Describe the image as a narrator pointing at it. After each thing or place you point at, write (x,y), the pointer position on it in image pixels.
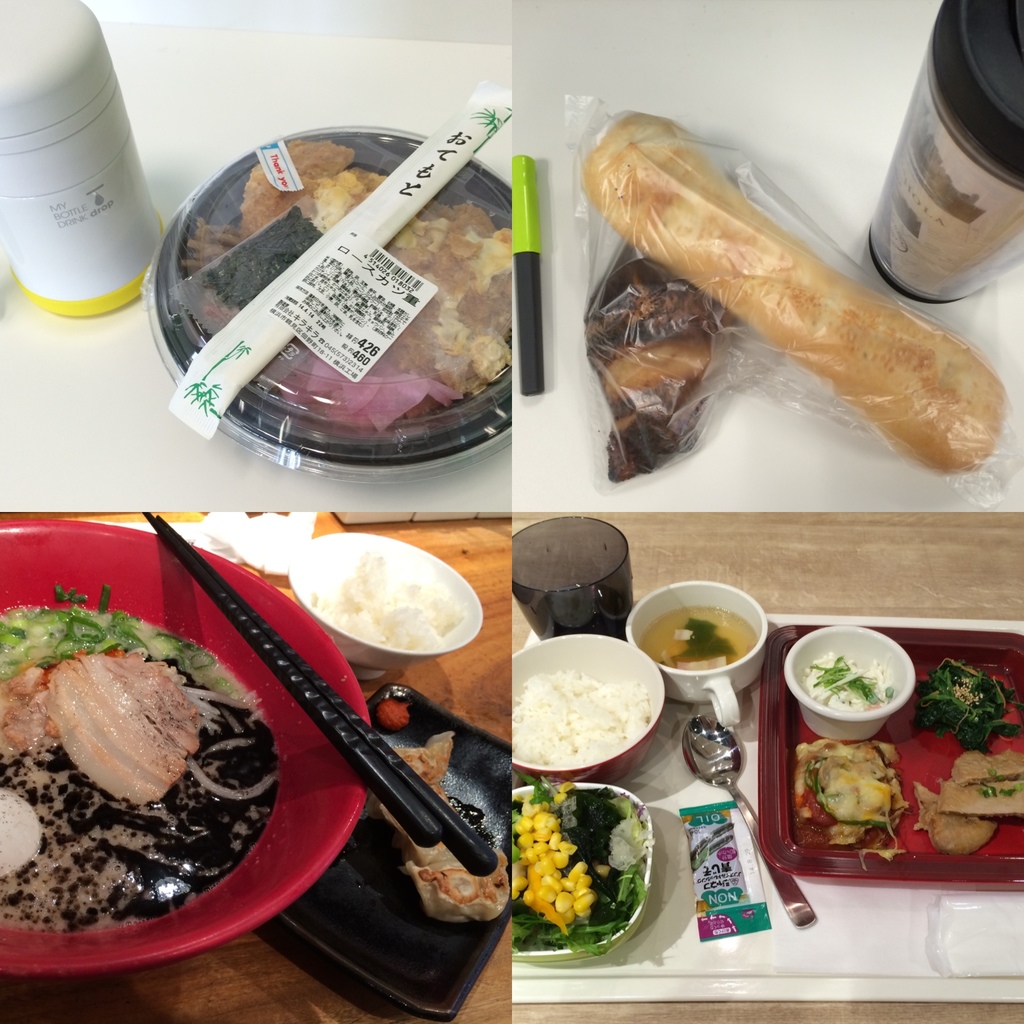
This is a collage picture. Here we can see spoon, cups (643,624), glass (610,582), Chopsticks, bottles (998,73) and a variety of food items (529,716) on the table (204,466).
